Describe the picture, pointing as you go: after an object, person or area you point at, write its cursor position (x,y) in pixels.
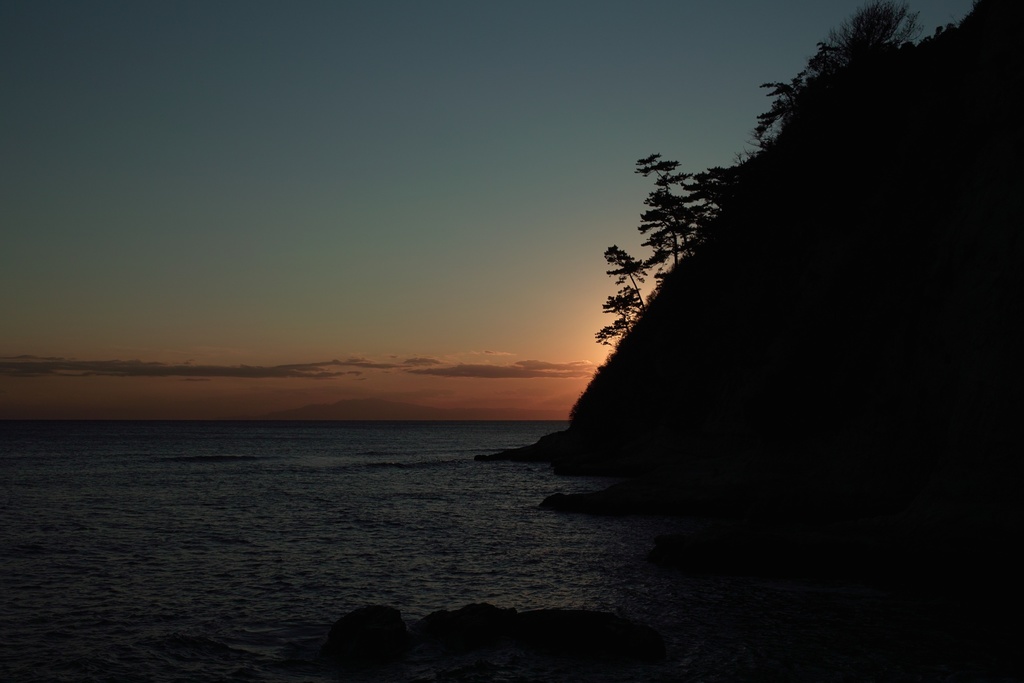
In this image we can see some trees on the hill (820,374). We can also see a large water body (368,517) and the sky (385,371) which looks cloudy.
